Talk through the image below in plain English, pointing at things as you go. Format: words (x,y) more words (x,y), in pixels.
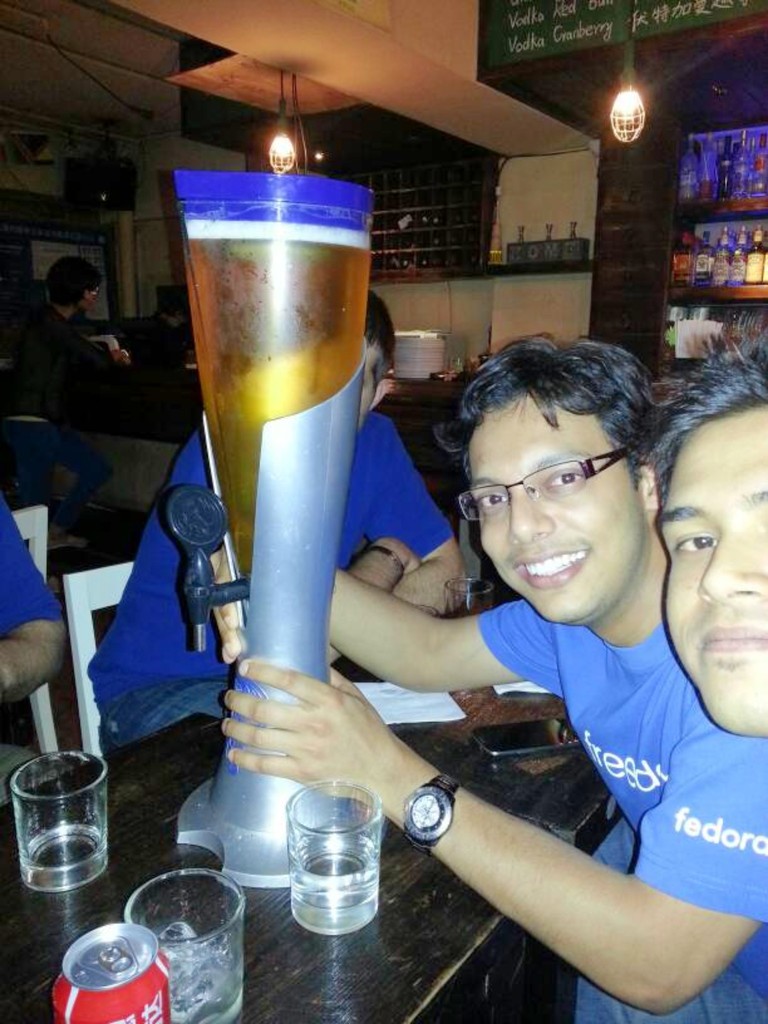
I think this picture is clicked in a bar (110,497). There are four persons (654,791) sitting around a table (96,884), on the table (252,961) there are four glasses (76,853), one can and a large flask (312,237). All the men (19,612) are wearing blue t shirts (680,759). There are two persons (58,603) in the left (26,605) and two persons (762,820) in the right (760,818). In the top right (735,174) there is a bulb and a shelf (701,129) full of bottles (720,263). In the left (37,313) there is another person (78,308) standing at another table (125,400).
